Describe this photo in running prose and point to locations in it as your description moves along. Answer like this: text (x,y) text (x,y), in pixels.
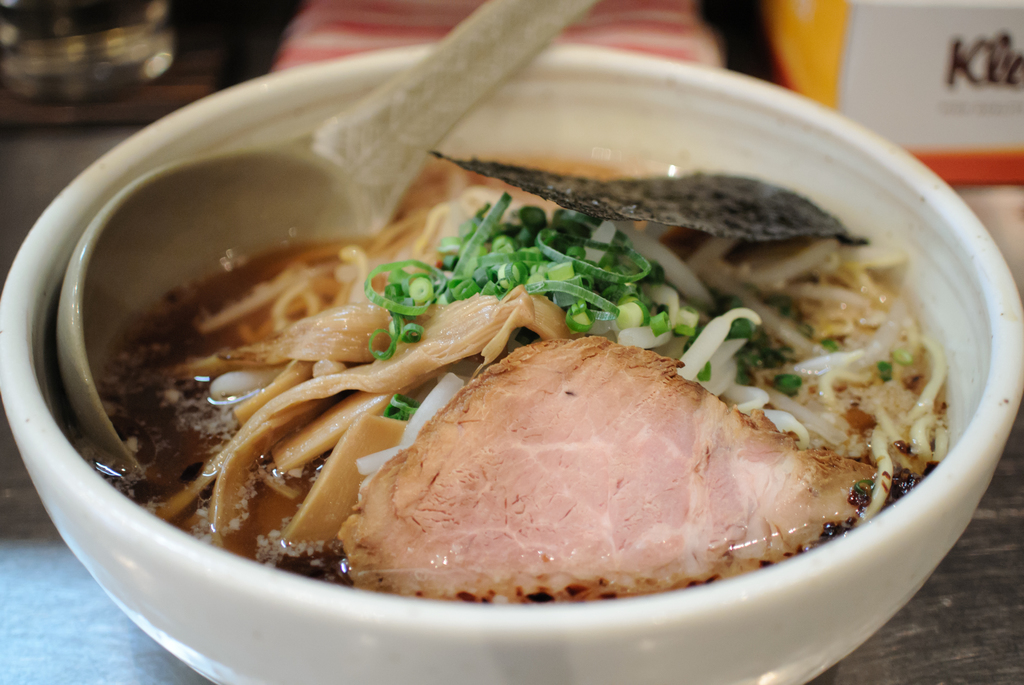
In this image I can see the food (367,393) and spoon (355,190) in the bowl (729,655). It is on the black color surface (913,635). I can see the blurred background.
